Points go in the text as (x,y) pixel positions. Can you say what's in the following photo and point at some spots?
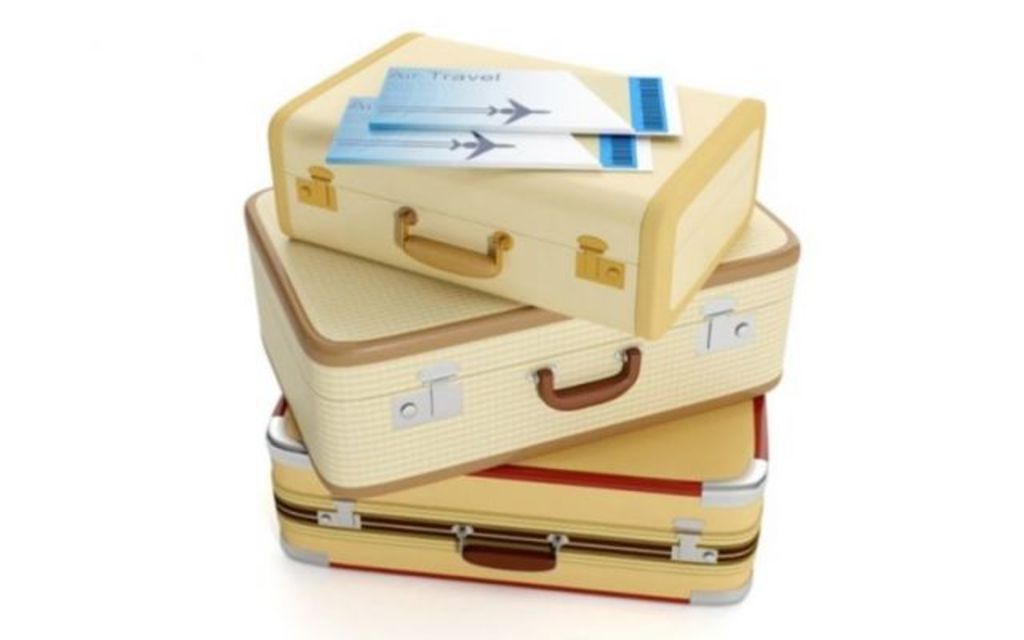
There are three suitcases (484,345) in the picture which are placed one above the other.
